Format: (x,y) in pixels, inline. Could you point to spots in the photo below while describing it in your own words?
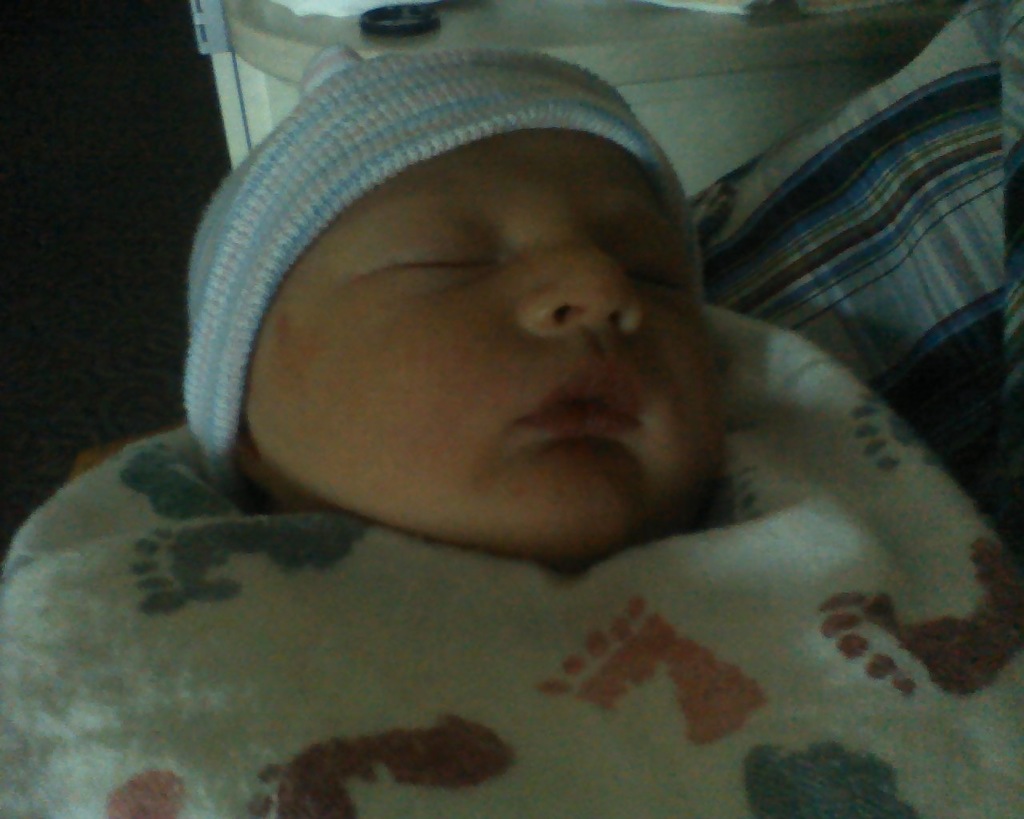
In this image we can see a child (382,465) is sleeping. The background of the image (6,198) is dark.
